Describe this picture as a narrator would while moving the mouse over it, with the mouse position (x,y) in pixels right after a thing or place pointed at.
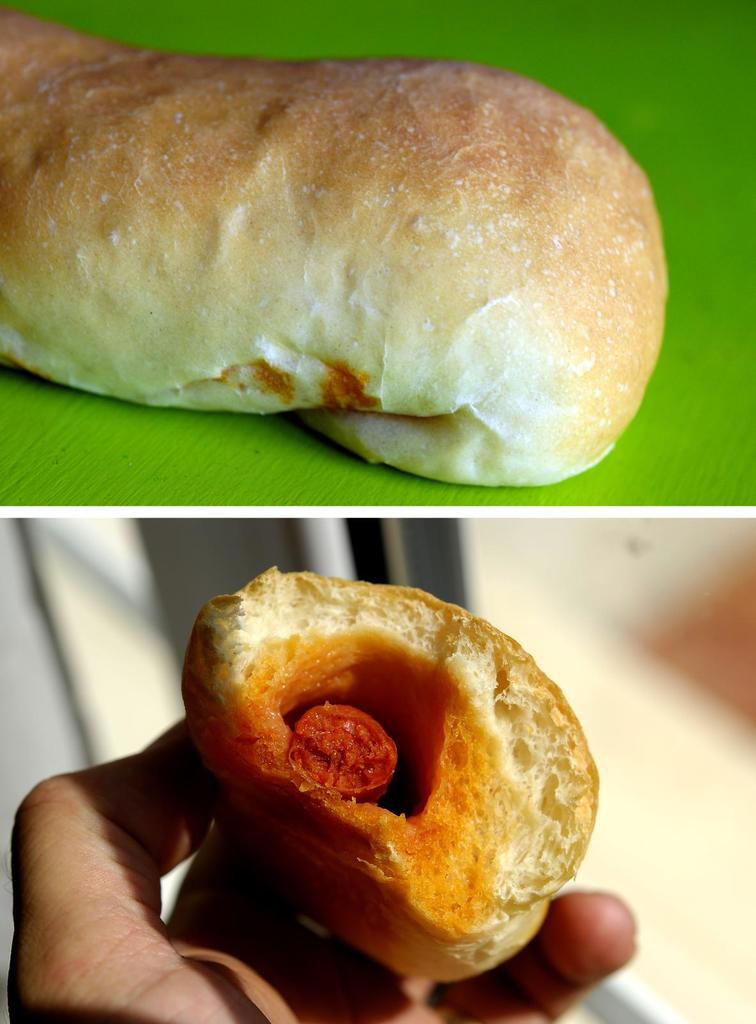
This is a collage image, in this image there are two pictures, in one picture there is a food item (428,241) on a green surface (302,466), in another picture there is food item (404,873) in a hand (152,984).
